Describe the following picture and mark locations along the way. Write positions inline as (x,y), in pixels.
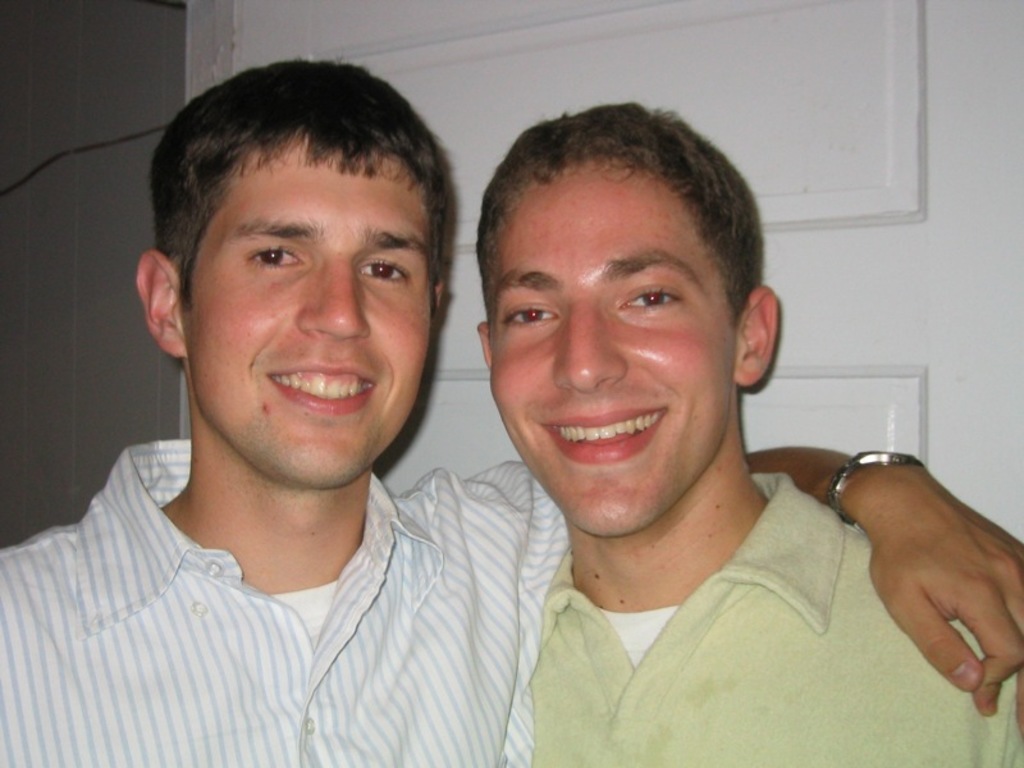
There are two men (456,625) smiling. Person (246,645) on the left (246,527) is wearing watch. In the back (457,128) there is a door (474,108).
